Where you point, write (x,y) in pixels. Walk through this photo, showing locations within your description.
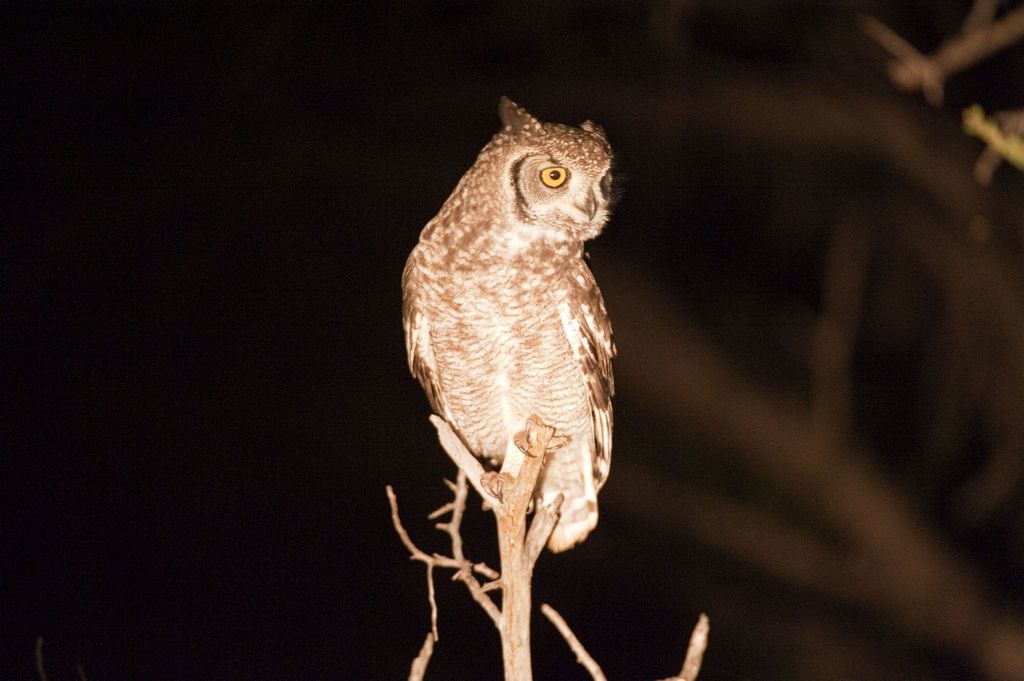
In this picture I can observe an owl (548,279). This owl (501,295) is in brown color. The background (119,438) is completely dark.
